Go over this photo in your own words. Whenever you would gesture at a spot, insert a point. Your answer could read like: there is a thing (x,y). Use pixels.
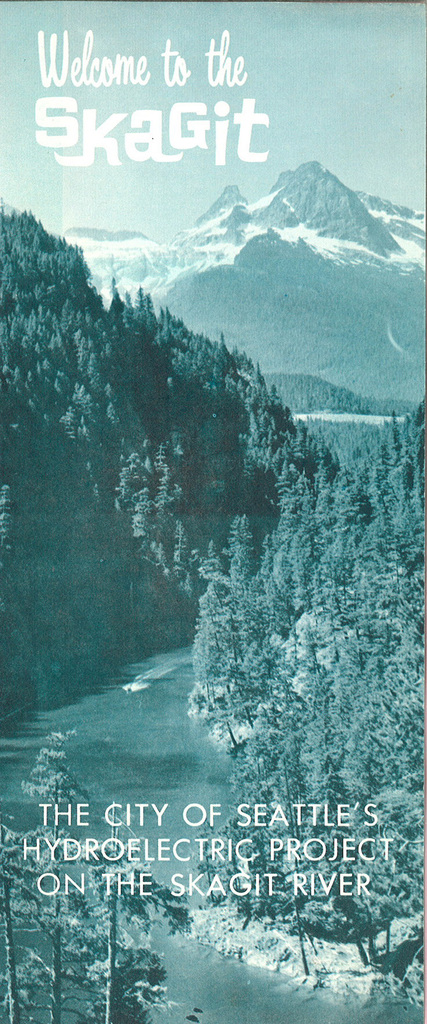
In this image I see number of trees (197,561), water (183,676) and I see the mountains (259,228) and something is written.
